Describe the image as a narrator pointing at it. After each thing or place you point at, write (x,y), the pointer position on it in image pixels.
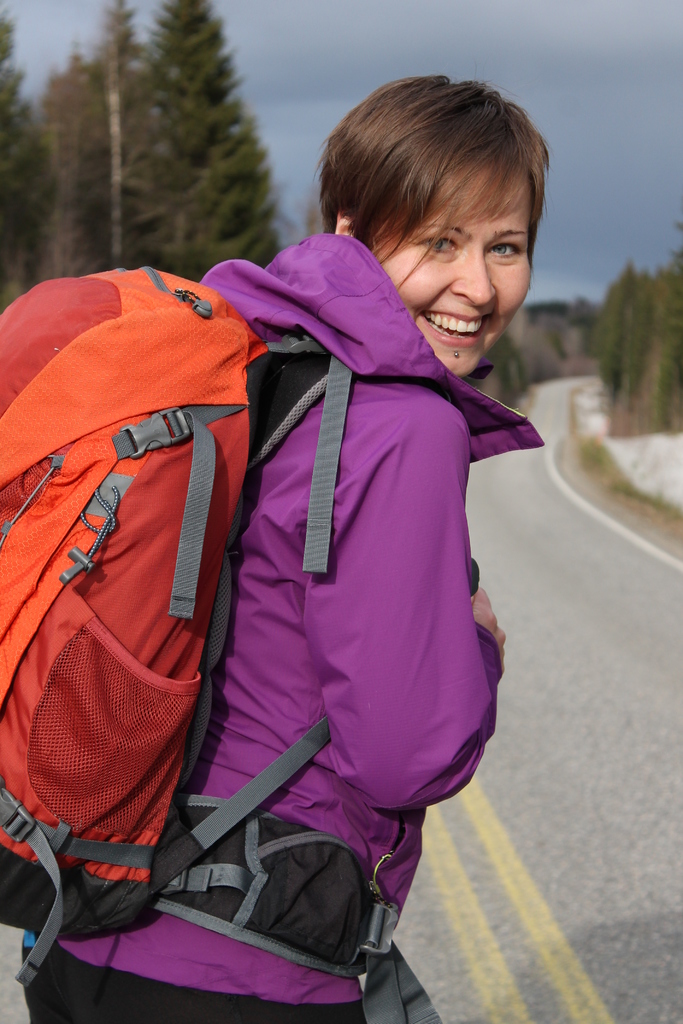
In this image i can see a woman (385,531) wearing backpack (176,410) at the background (547,500) i can see a road (590,649), a tree (235,197) and sky (343,84).
